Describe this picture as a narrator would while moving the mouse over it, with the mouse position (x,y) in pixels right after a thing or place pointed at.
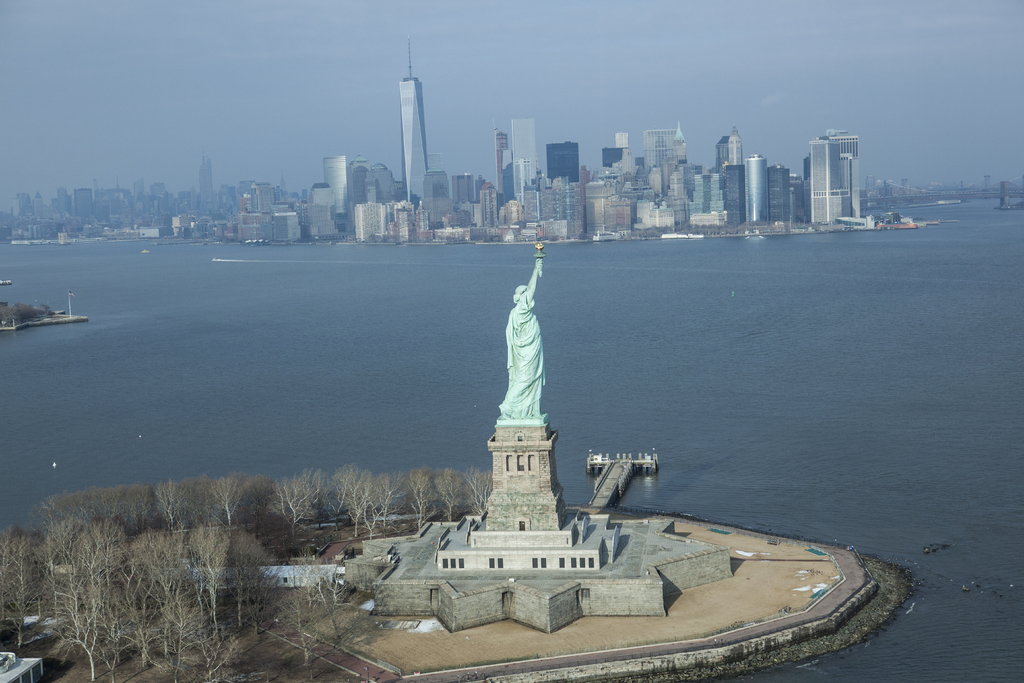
In the image there is a statue of liberty (528,300) in the small pillar (520,471). Below that there is a platform (507,561) with design (371,575). And also there are trees (182,512). Behind the statue (510,411) there is water (84,260). In the background (405,206) there are many buildings (510,193). At the top of the image (843,101) there is a sky (694,111).
